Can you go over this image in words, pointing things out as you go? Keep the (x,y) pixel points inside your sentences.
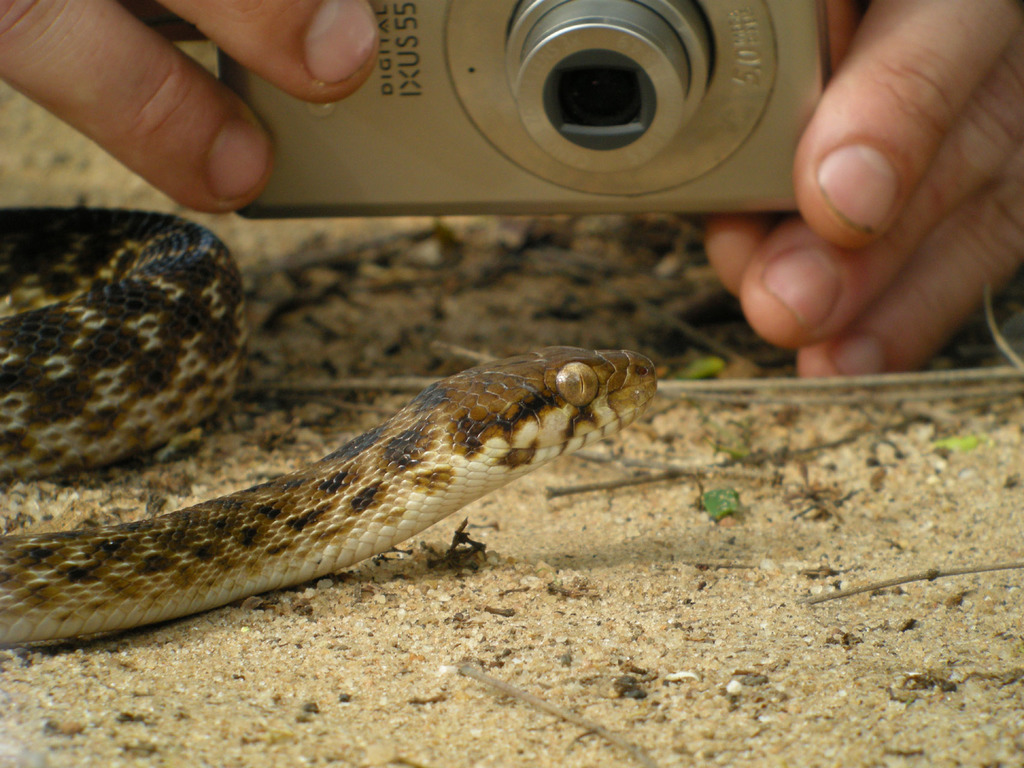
In this image I can see a snake (434,482) in white, black and brown color. Back I can see a person (854,242) is holding a camera (569,99).
